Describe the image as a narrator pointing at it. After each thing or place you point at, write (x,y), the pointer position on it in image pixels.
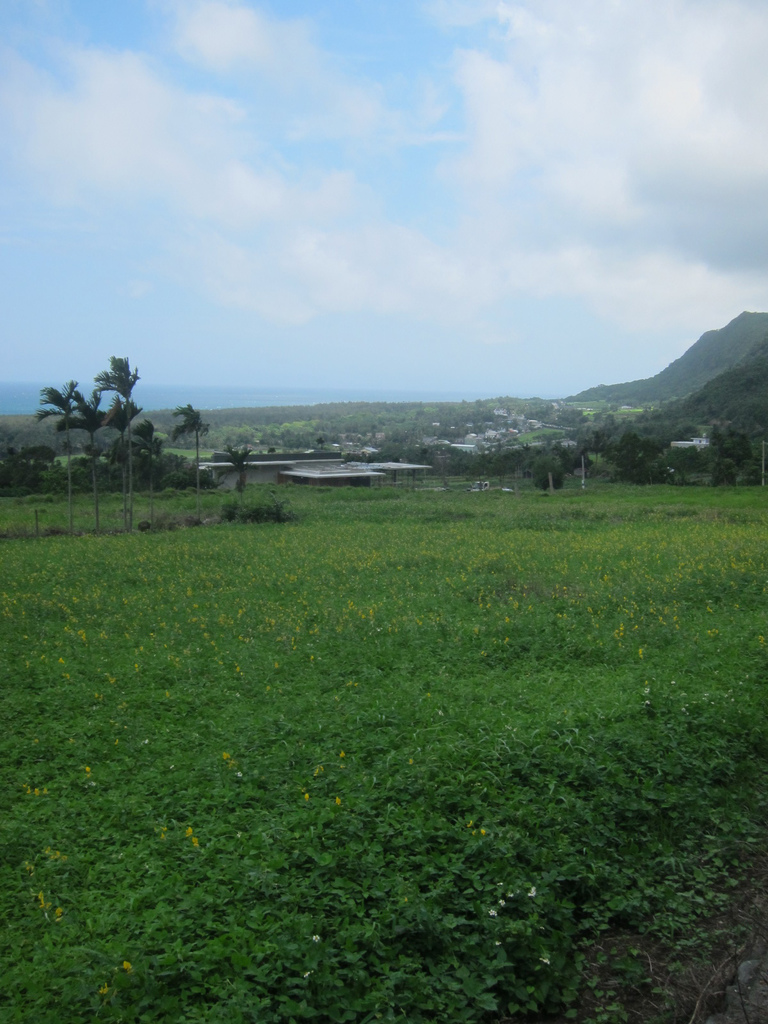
Here we can see plants (319,670), trees (517,464), and a mountain (742,336). In the background (603,277) there is sky (437,296) with clouds (588,11).
